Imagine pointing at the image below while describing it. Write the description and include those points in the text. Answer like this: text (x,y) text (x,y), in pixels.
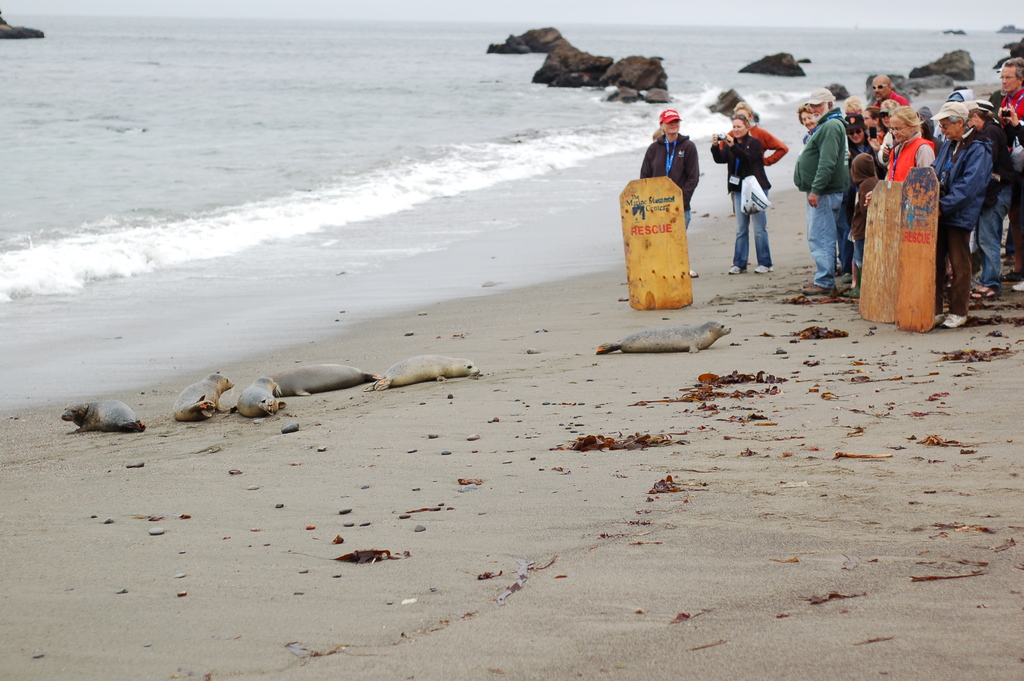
There are few Harbor seals (626,345) on the sand (444,409) and there are few people (929,140) standing in the right corner (959,128) and there is water (278,114) in the background (314,116).
